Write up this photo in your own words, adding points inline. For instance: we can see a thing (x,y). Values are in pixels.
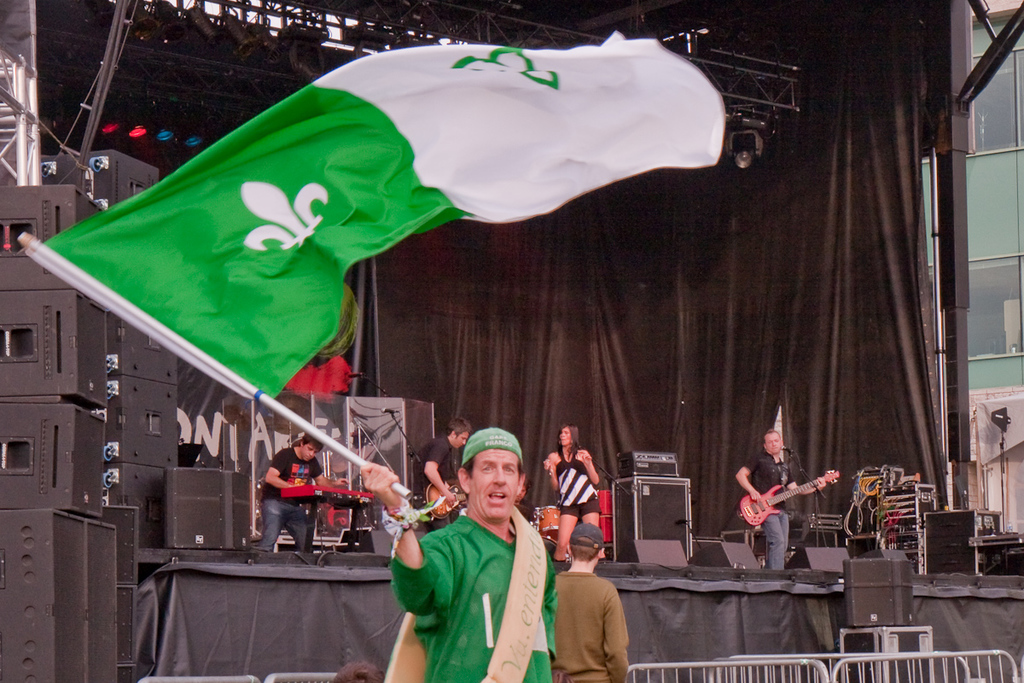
In this picture we can see a person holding a flag (301,274). There are few people (312,474) playing musical instruments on the stage (237,554). We can see loudspeakers (223,525) and other devices (991,528). There are barricade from left to right. We can see some lights (201,35) and a steel object (260,22) on top (368,18). There is a building (1018,143) on the right side (1006,97).
